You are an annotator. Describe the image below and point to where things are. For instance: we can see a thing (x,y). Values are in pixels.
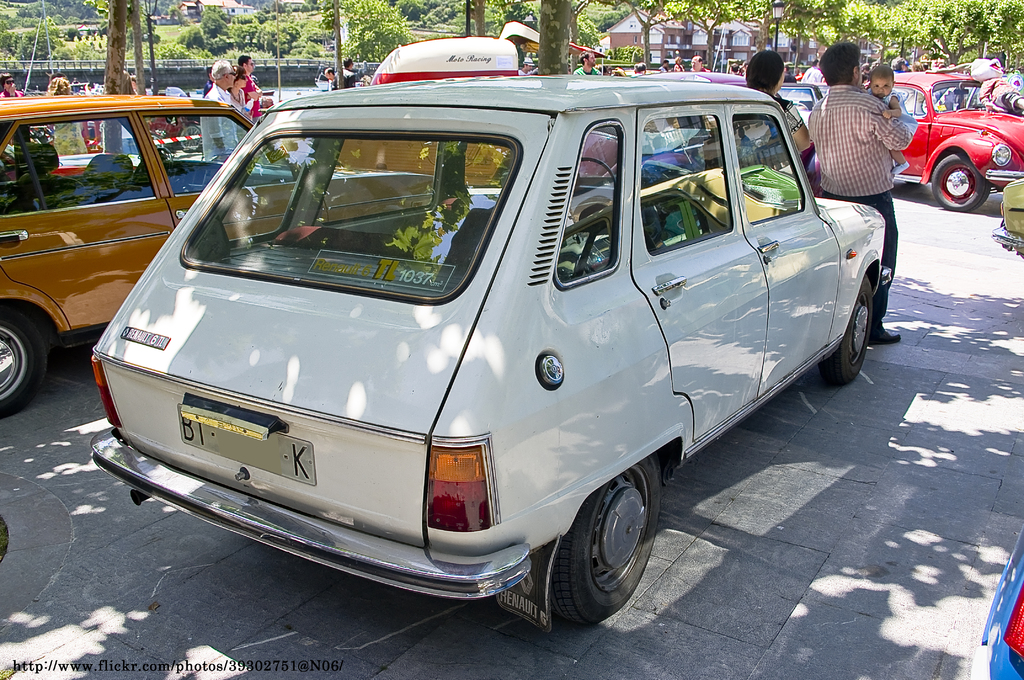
In this image there is a road (693,581) and we can see cars (523,228) on the road (1018,283). On the right (890,135) we can see a man (878,124) standing and holding a baby (892,107), next to him there is a lady (792,115). In the background (968,52) there are trees (574,40), people (254,86), building (683,39) and fence (32,68).
